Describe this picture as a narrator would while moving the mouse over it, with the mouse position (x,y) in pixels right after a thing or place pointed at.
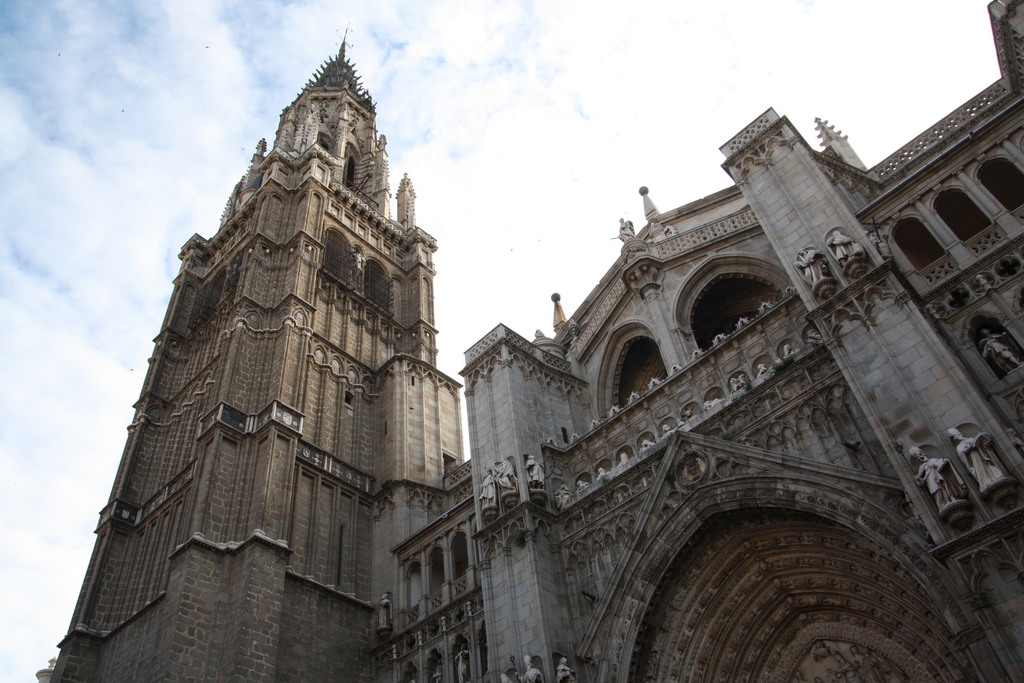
In this image there is a building (385,409), on the building (488,511) there are some engravings (781,399) and statues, at the top of the image (574,64) there are clouds (272,64) in the sky (505,221).
